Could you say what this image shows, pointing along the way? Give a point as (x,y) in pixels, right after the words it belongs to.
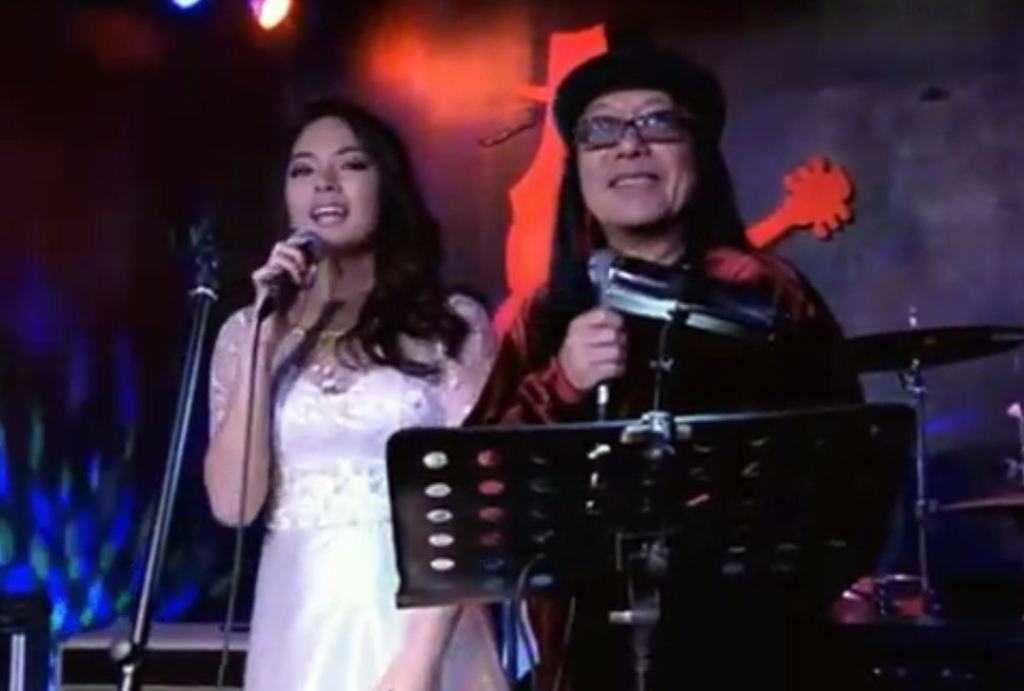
In the image in the center (351,280) we can see two persons (605,337) were standing and holding microphones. In front of them, there is a stand (605,458). In the background (893,142) there is a wall (1002,270), light (271,2), musical instruments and few other objects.
